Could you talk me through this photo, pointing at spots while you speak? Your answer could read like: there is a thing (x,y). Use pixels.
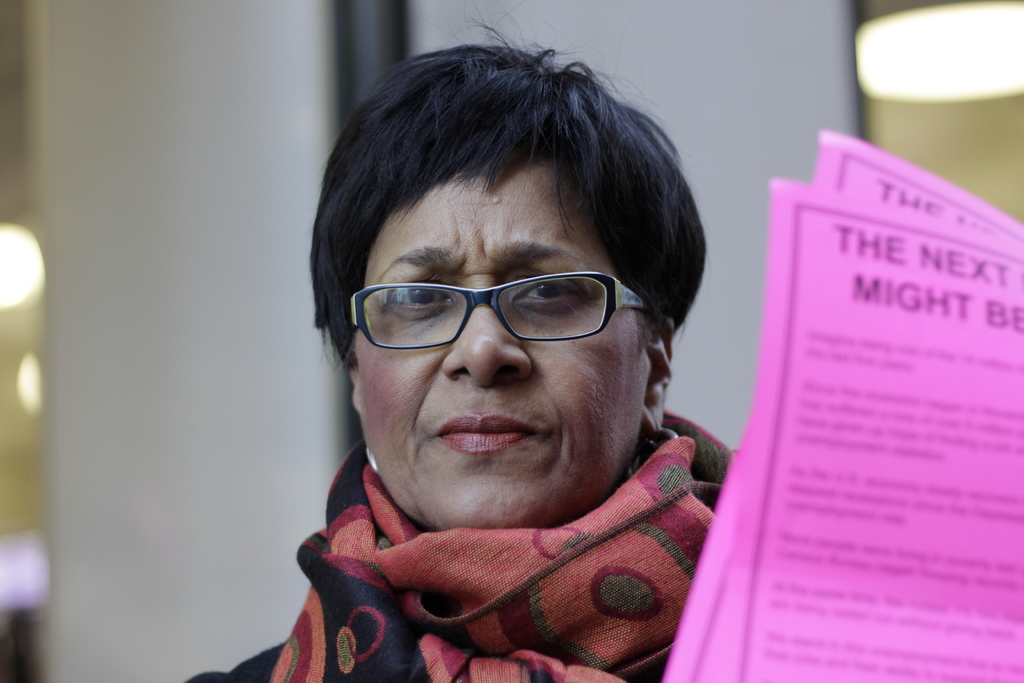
This person (478,338) wore spectacles (584,281), scarf (464,551) and looking forward. Background (256,391) it is blur. Right side of the image (900,338) there are two pink papers (916,602).
